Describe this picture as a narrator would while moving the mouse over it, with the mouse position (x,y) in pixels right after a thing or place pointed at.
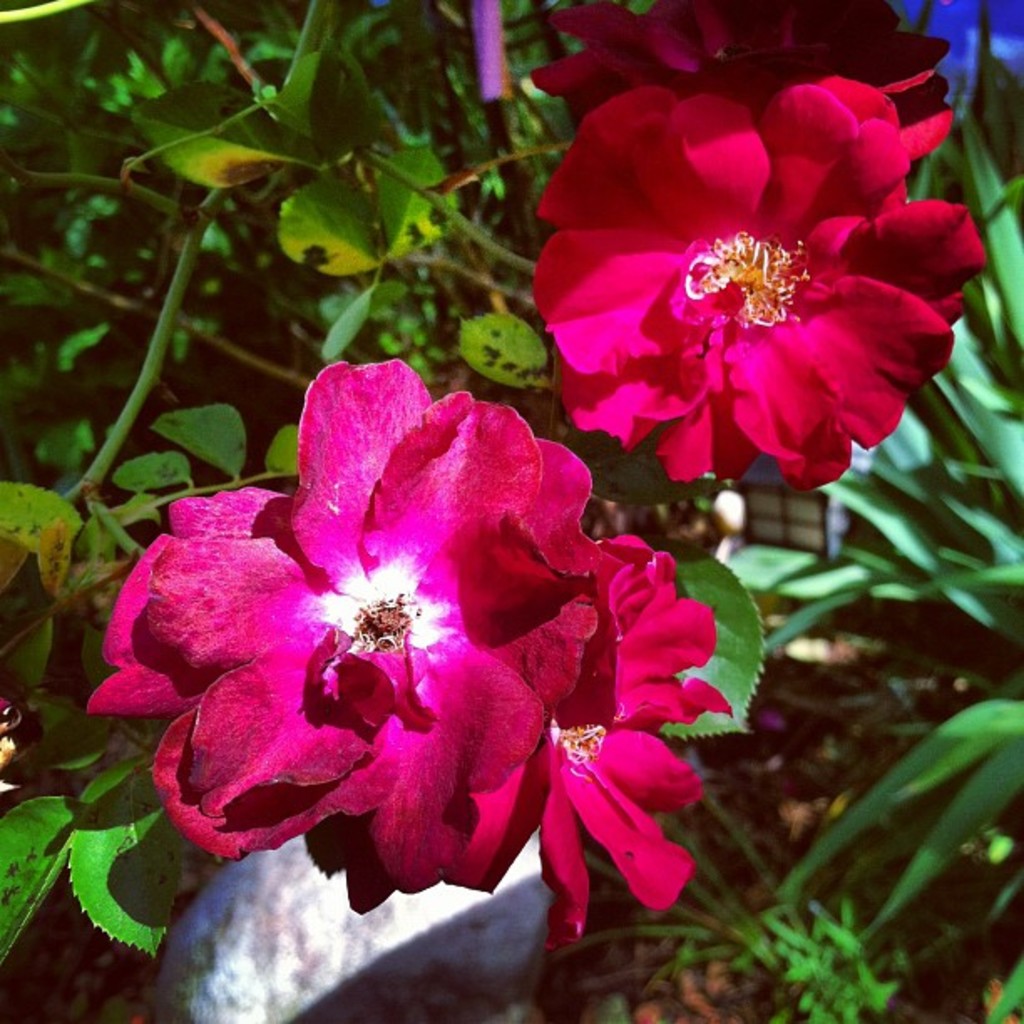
In this image in the front (488,443) there are flowers (502,510). In the background (270,139) there are leaves (256,152).
